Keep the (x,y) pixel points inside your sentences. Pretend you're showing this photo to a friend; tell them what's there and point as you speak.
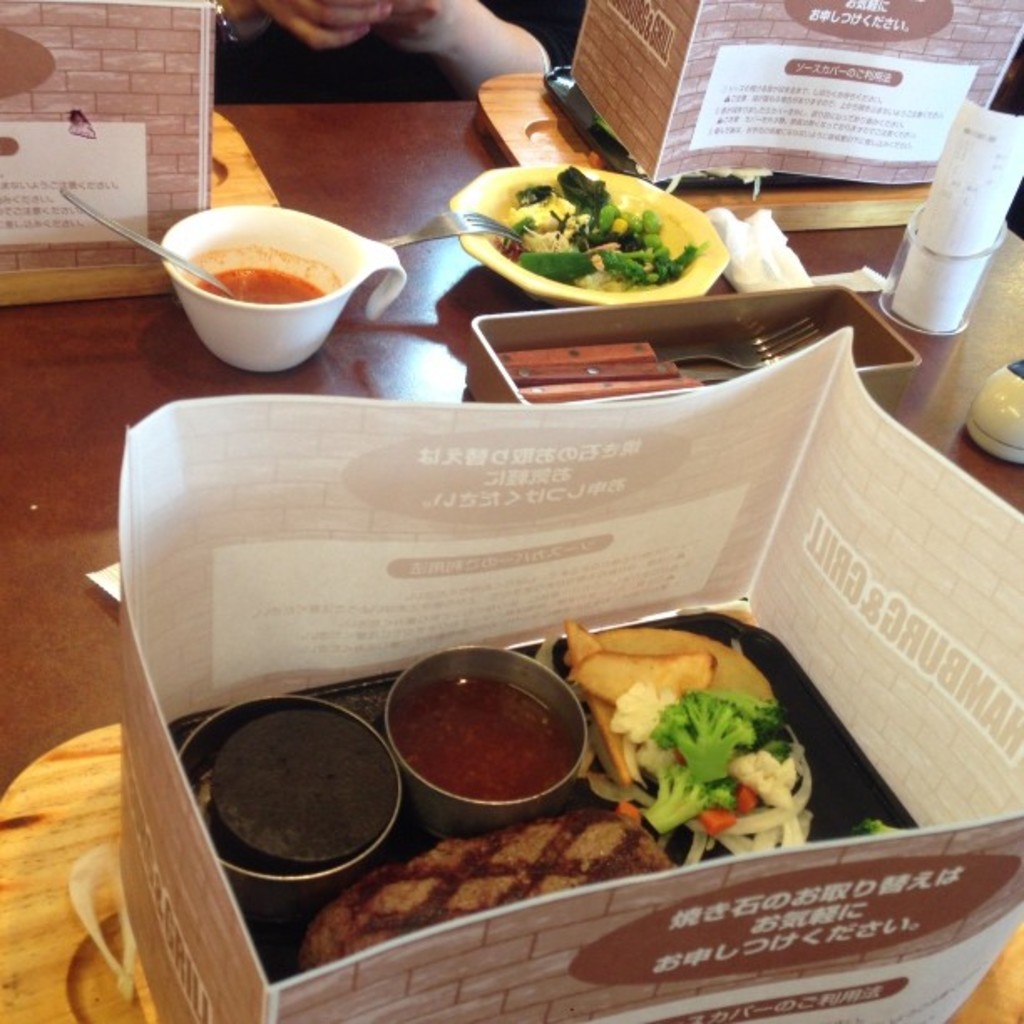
On the table (67,567) to the bottom of the image (49,843) there is a wooden tray (48,752) with a black tray (762,665) on it. On the black tray (365,701) there are few food items (469,705) on it. And the food item (481,696) is covered with paper (271,598). And on the table (35,489) there are bowls (208,312) with spoons (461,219), food items (619,250) and also there is a box (669,335) with forks (568,389). And to the top of the image (588,96) on the table (42,472) there are wooden trays (233,162) covered with paper (14,212).
